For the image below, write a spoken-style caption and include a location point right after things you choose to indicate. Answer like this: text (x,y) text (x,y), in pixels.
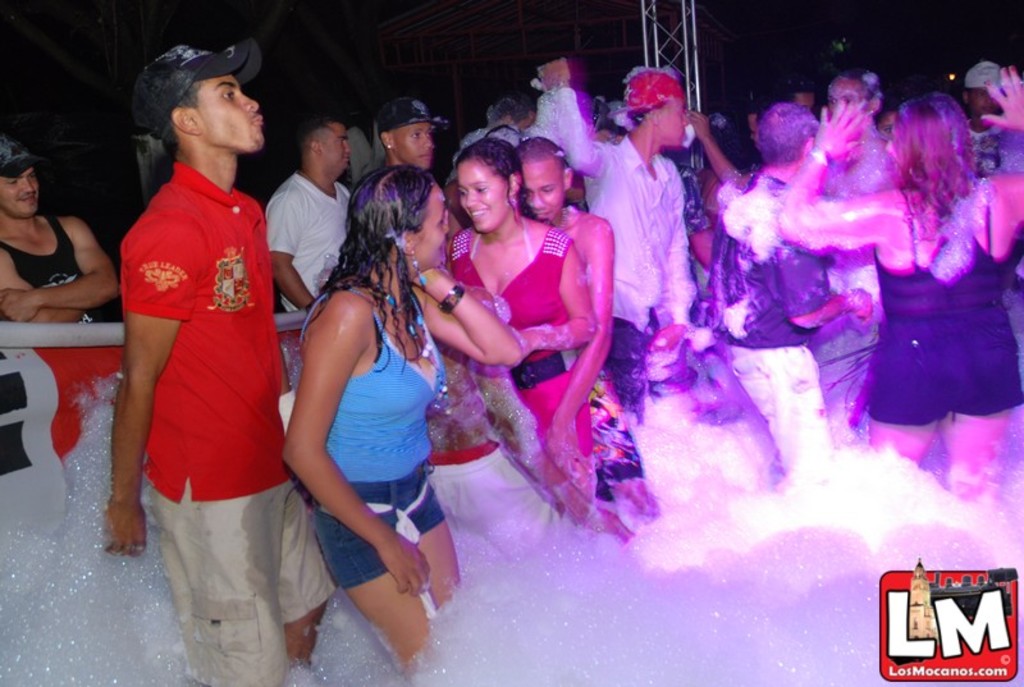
In the image we can see there are many people (529,232) around. They are wearing clothes (670,281) and some of them are wearing caps (429,118). It looks like they are dancing. Here we can see foam (356,612) and metal object (664,40). On the bottom right (926,634) we can see the watermark (925,659) and the background (58,69) is dark.
